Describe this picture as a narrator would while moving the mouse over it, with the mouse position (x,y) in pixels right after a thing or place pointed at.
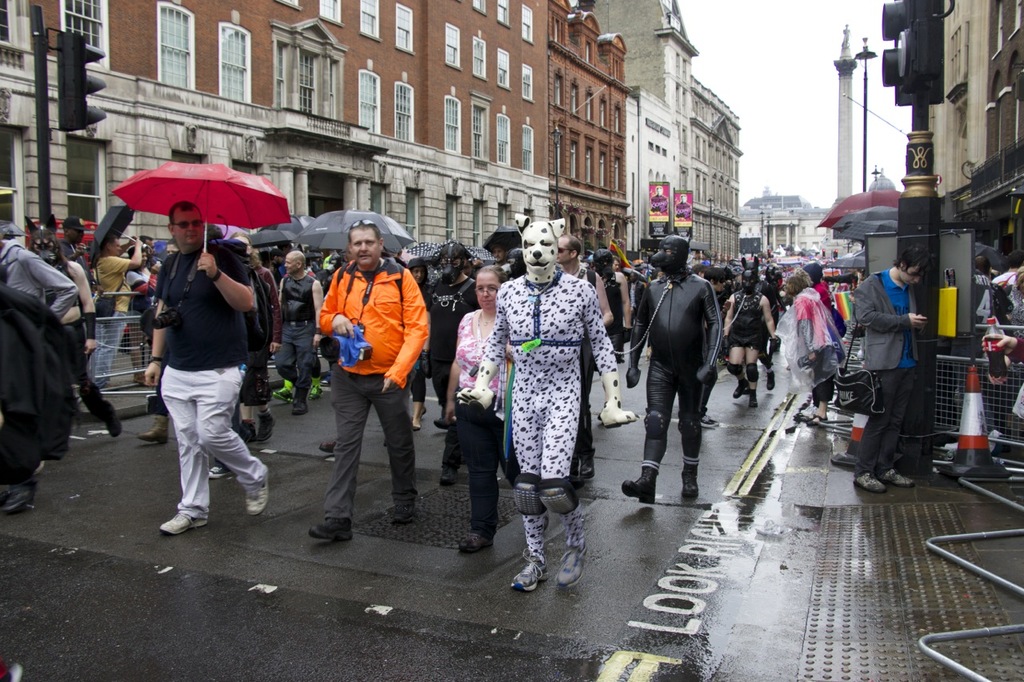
The picture is taken on the streets (711,432) of a city. In the center of the picture (676,314) there are people (26,253) walking down the road (293,603), few are holding umbrellas (314,225). The road (598,406) and pavement (760,544) are wet. On the right (1009,72) there are buildings (949,123), signal (923,39), poles (863,146) and tower (843,80). In the background (358,97) there are signal lights (69,91), buildings (531,126), hoardings (681,210) and people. Sky (771,113) is cloudy.
